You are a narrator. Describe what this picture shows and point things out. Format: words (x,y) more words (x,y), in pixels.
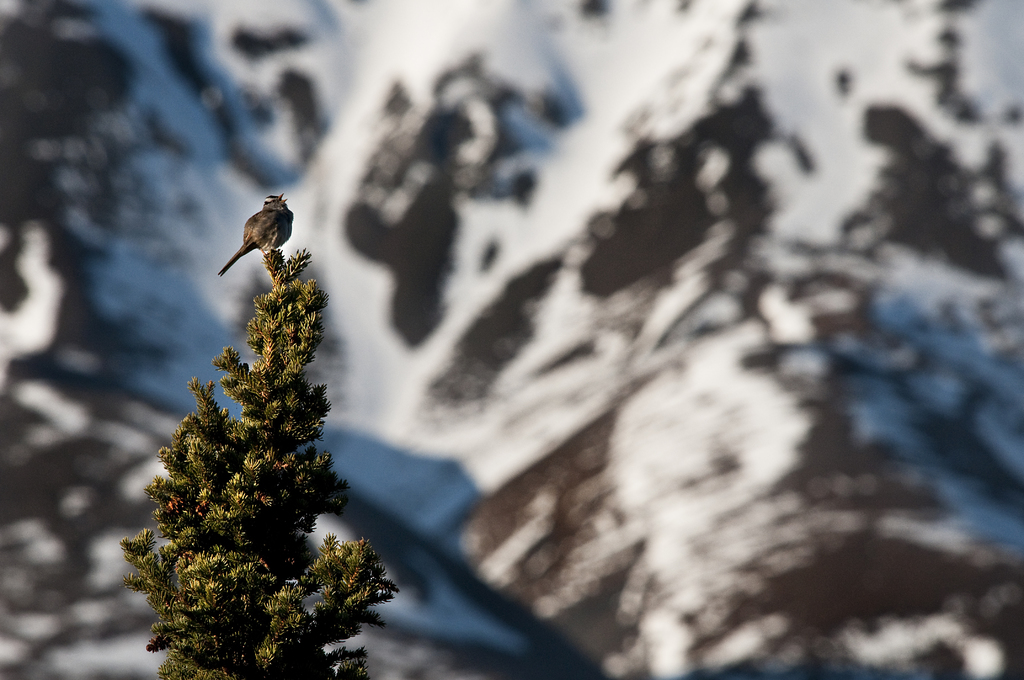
In this image we can see a bird (269,258) on a tree (253,442). On the backside (643,420) we can see an ice hill (619,417).
